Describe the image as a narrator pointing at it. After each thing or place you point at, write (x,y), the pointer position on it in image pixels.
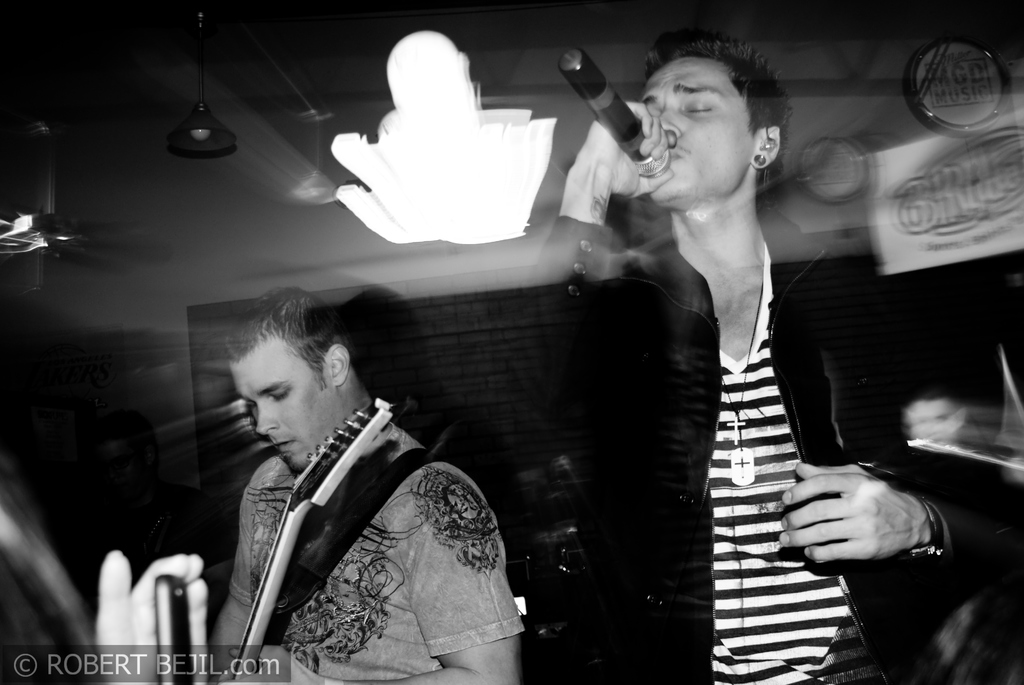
There are 2 persons (483,493), one is playing guitar (341,435) and the other is singing.
